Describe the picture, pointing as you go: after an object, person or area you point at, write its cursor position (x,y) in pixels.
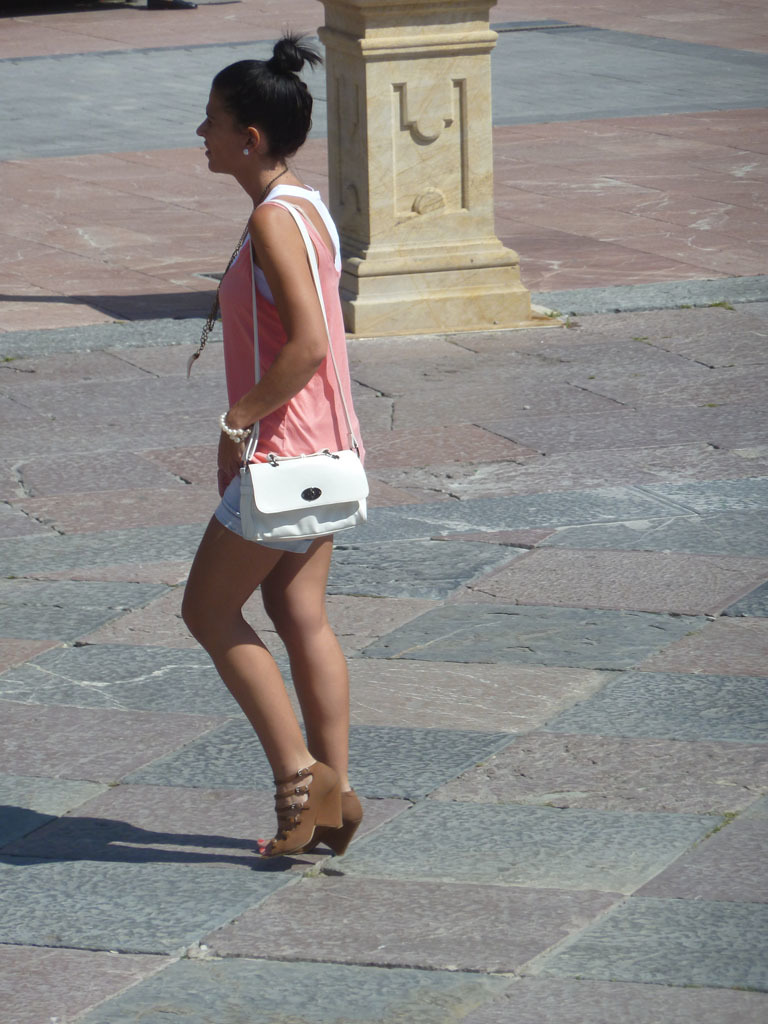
Image consists of a woman (319,439) standing on a stone path (93,435) wearing heels (356,826) and carrying a bag (362,482).
